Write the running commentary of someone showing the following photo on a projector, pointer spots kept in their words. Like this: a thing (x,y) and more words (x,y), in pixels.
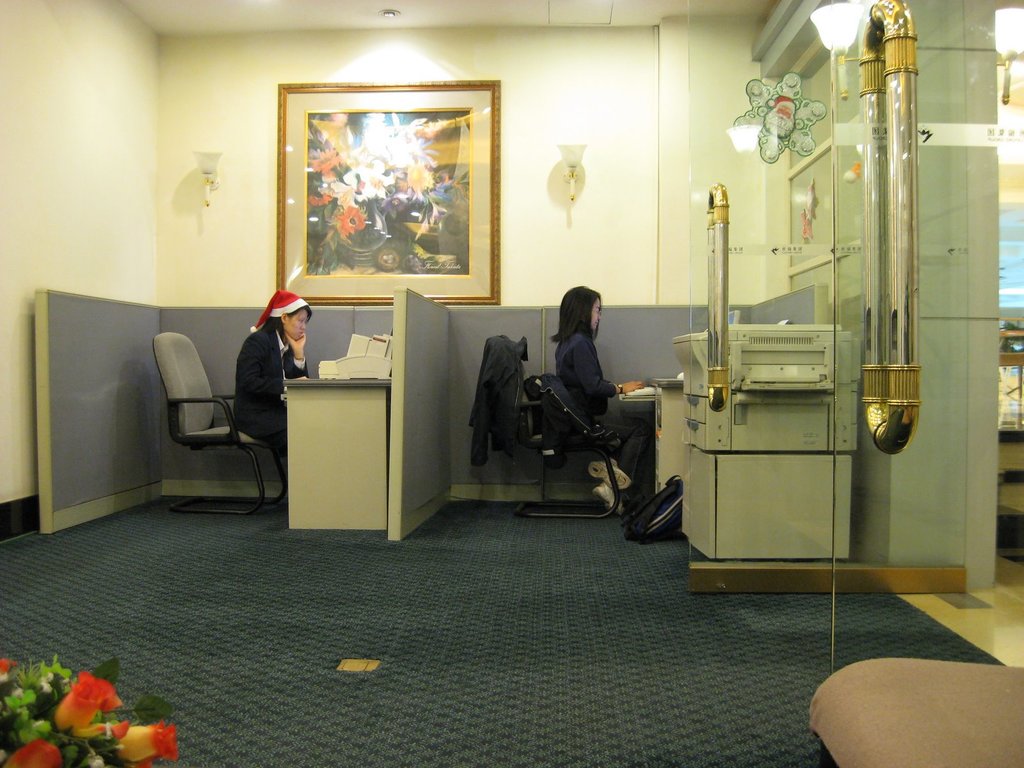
In the picture it looks like a work space (68,332) there are two women (591,362) they are sitting in the different cabins (615,311) there are some machines (369,364) in front of them, to the left side (294,240) to the wall (527,105) there is a photo frame (436,199) and two lights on the either side, to the right side (708,409) there is a xerox machine (750,411) and beside that there is a door (827,246).
